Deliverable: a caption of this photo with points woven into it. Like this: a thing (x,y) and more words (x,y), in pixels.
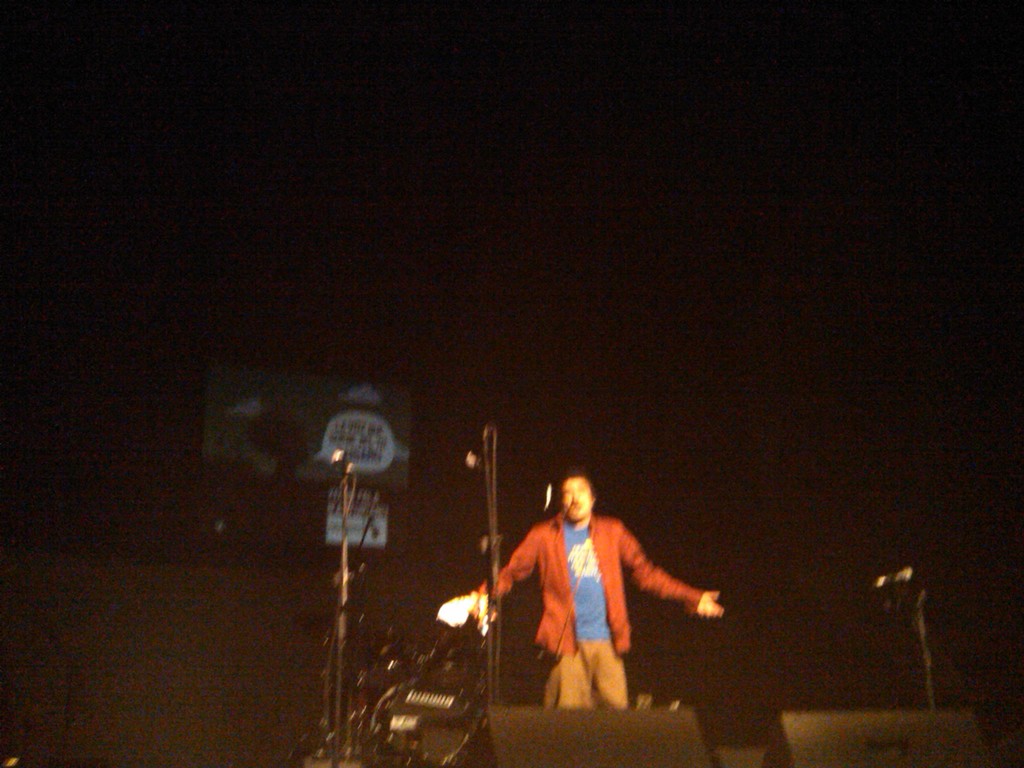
In this image we can see a person (598,599), there are some mics (496,603), some other objects (873,712), a board (359,418) with some text (343,443) written on it, and the background (285,557) is blurred.
